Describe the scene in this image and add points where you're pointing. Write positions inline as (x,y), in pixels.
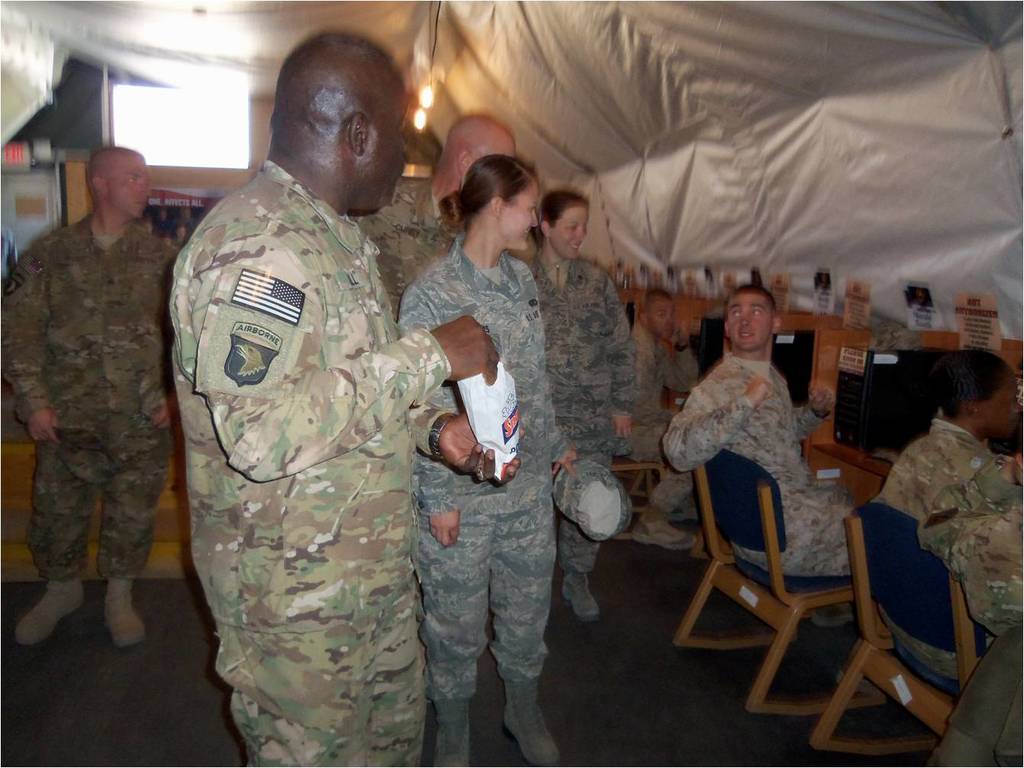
These persons (214,449) are standing and these 3 persons (742,385) are sitting on a chair (888,612). Every person (786,516) wore a military dress (346,390). This person (324,449) is holding a packet (507,446). This is tent (15,94). On this table (879,458) there is a CPU (875,394), monitor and cards (974,322).
